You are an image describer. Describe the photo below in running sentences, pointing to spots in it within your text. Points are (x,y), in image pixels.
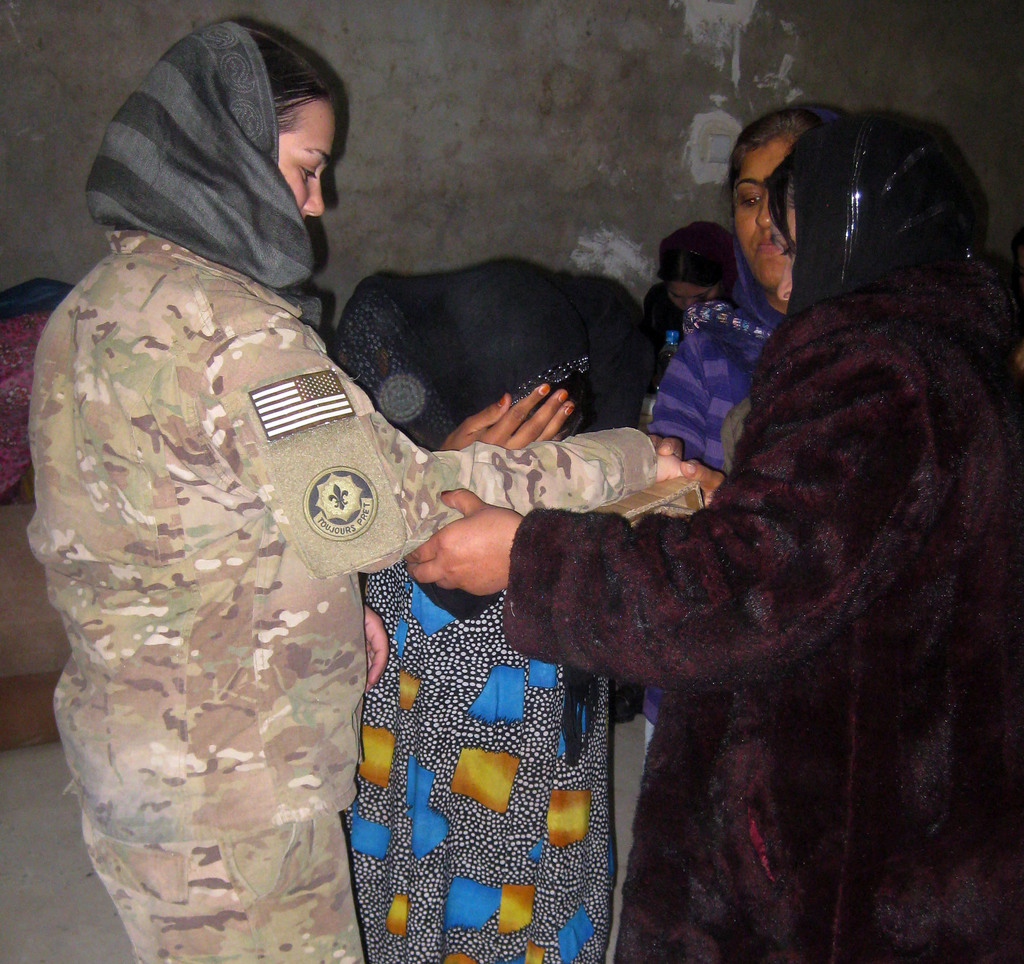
In this image there are some people (444,544) who are standing, and in the background (535,79) there is a wall (702,79) and some clothes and table (20,669). At the bottom (80,838) there is floor (90,924).
